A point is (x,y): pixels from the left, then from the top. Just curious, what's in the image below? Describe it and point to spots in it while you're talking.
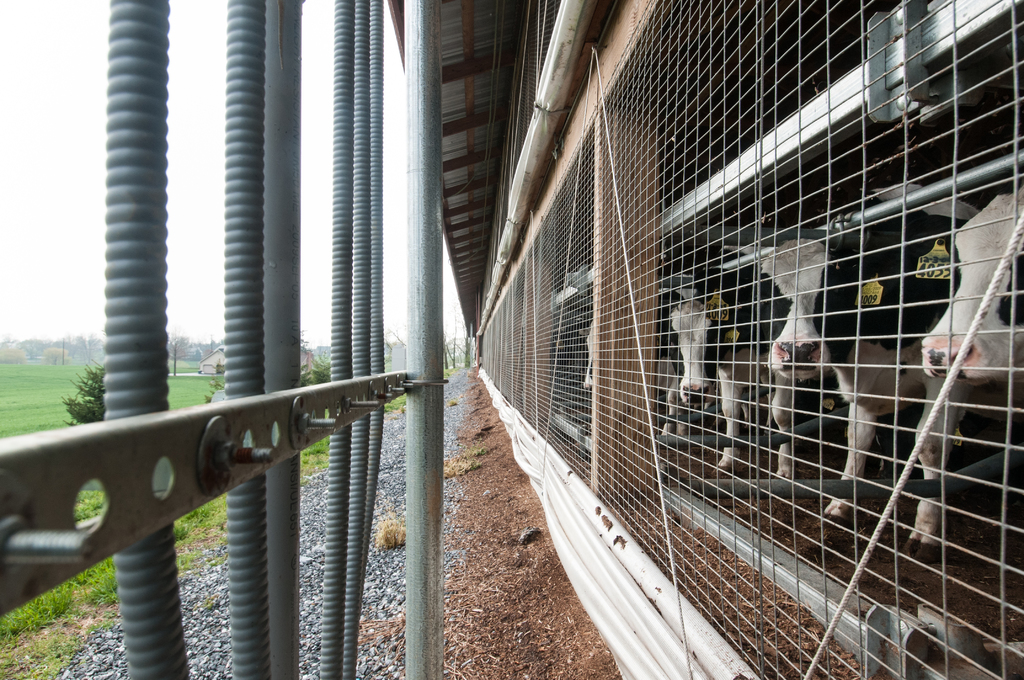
There are cows (960,202) inside a shed (658,314). Here we can see grill (619,448), rods (160,179), pole (408,645), grass (16,617), and trees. In the background (181,34) there is sky (181,34).
